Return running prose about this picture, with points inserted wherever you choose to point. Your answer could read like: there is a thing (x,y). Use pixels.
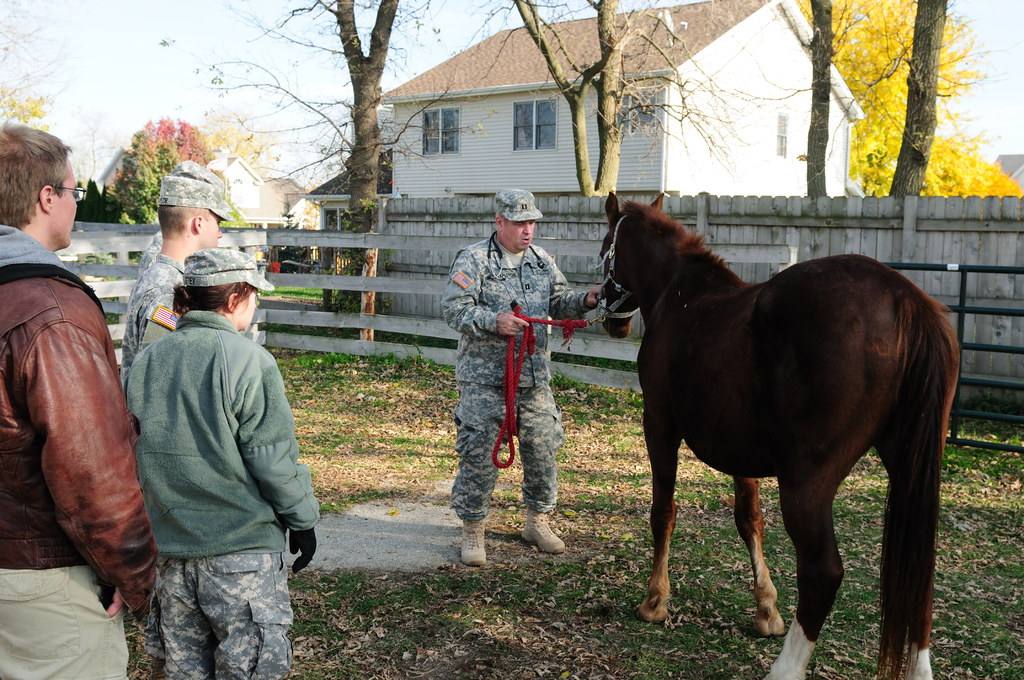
This picture is of outside. On the right (784,299) there is a horse (753,340) and a man (501,344) wearing the uniform (529,388) and standing on the ground (549,581). On the left (98,357) there are group of person (167,431) standing on the ground (294,642). In the background (135,56) we can see the sky (154,48), trees (872,79), house (755,81).
